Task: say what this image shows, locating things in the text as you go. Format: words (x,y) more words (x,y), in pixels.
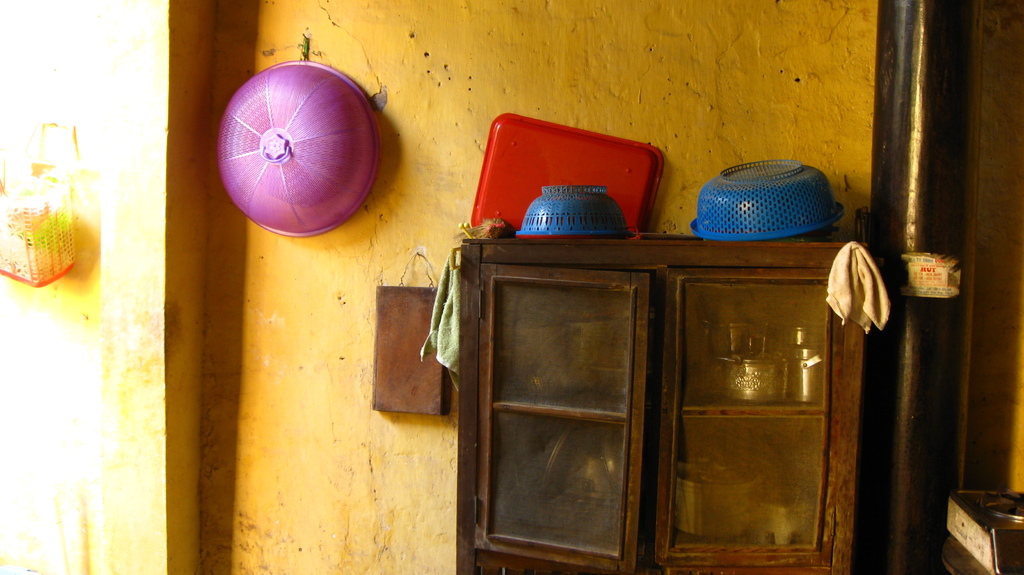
In this picture we can see few baskets (540,209), racks (531,351) and a pipe (892,211) on the wall (697,144).
